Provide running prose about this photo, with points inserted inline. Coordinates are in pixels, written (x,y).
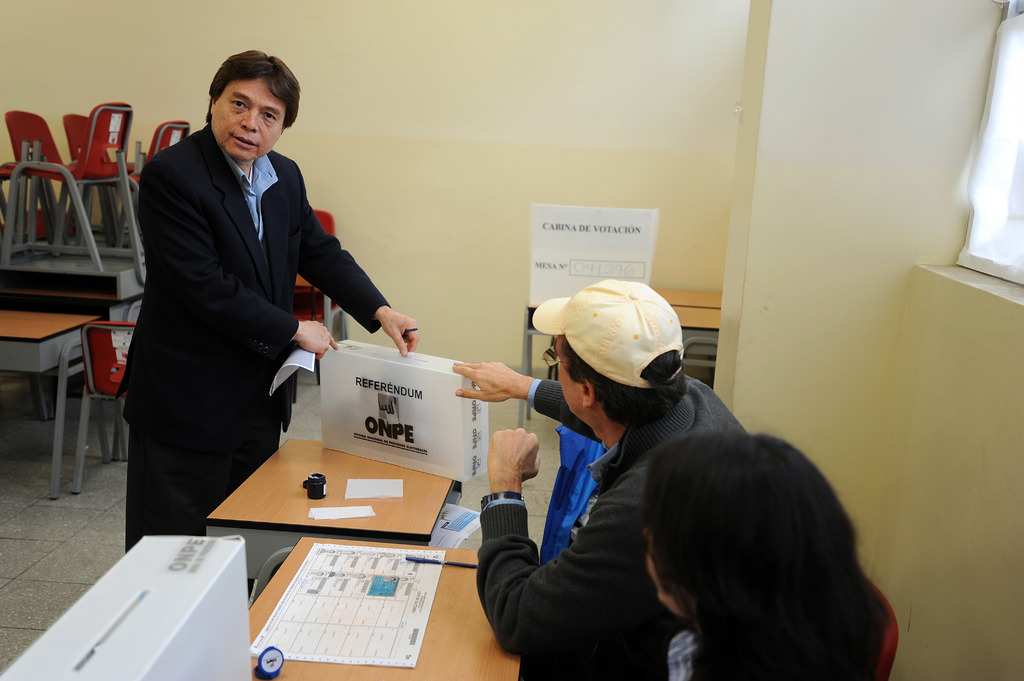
There are two persons (669,518) sitting in front of a table (378,521) and there is another person (257,223) standing and holding a object (387,395) in front of them.
